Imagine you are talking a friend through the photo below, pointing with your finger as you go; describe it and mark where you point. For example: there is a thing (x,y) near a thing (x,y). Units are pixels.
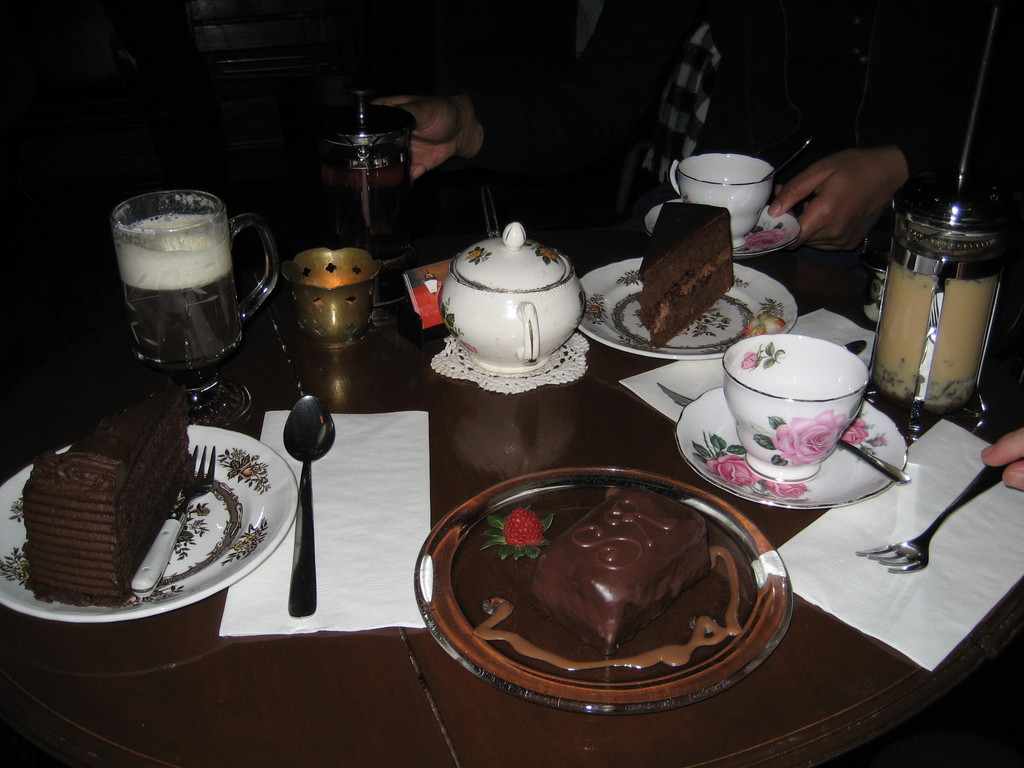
in this image there is tea pot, plate (644,483), chocolate (650,500), fork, napkin (860,511), saucer (701,453), cake (723,280), fork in the table (826,633) in back ground (855,5) there is person (550,120).
